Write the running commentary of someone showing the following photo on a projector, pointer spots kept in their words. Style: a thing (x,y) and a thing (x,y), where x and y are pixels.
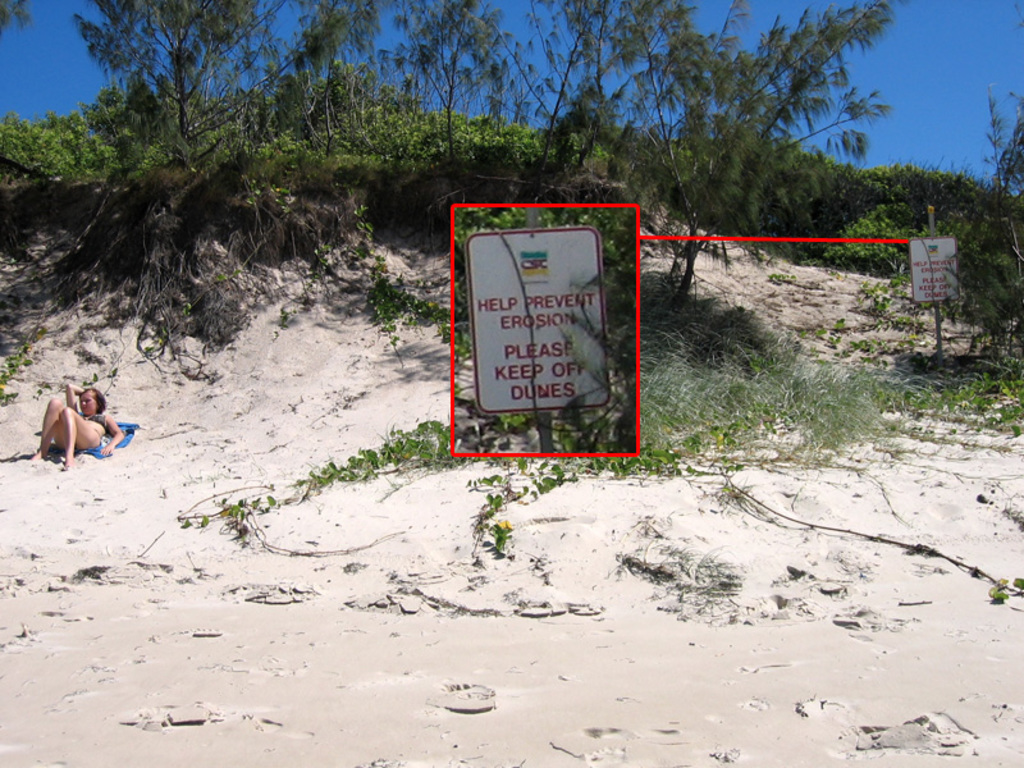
In the center of the image (548,304) there is a zoomed view of the board (545,334). On the right side of the image (924,263) we can see a board (934,271) on the sand (903,351). On the left side of the image (70,441) there is a woman (81,431) lying on the ground (127,455). In the background (220,364) there is a sand (219,348), trees (235,110), plants (338,95) and sky (35,76).
